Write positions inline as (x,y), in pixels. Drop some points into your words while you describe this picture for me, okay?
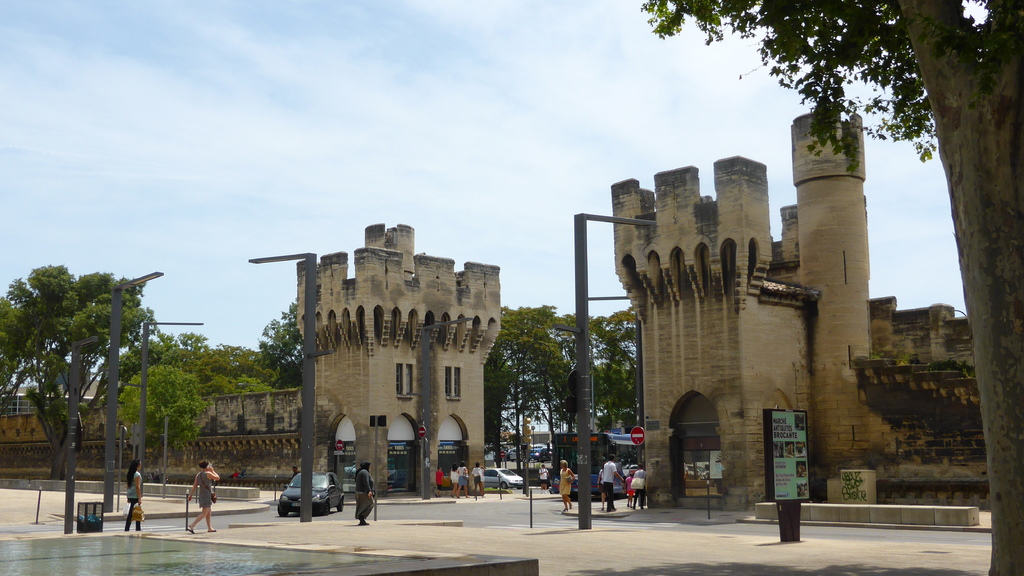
In the image we can see the wall (823,405) of the fort (334,459). We can see there are even people (456,491) walking and they are wearing clothes (367,485). We can even see there are vehicles (330,495) on the road (334,510). Here we can see water (116,560), poles (109,480), trees (102,370) and the sky (400,115).
